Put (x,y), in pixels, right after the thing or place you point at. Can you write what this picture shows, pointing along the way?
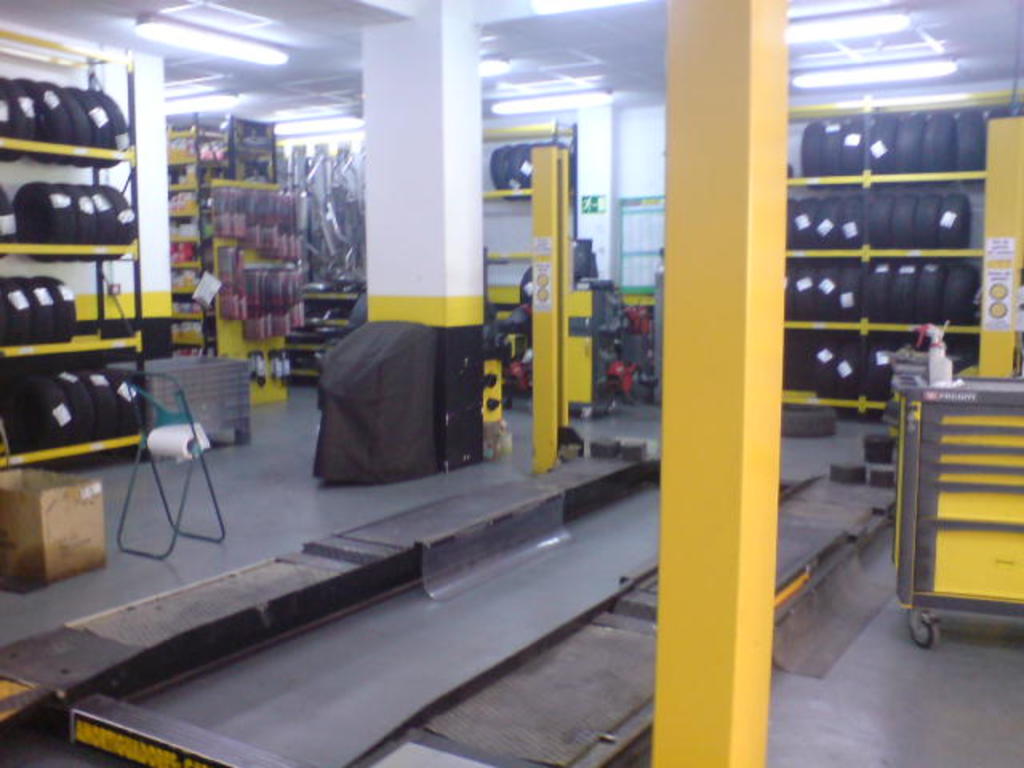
We can see card board box (17,544), box (217,419), cart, black object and chair (157,412) on the floor (359,505) and we can see bottle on the cart (923,383). We can see tires (857,224) in racks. In the background (299,172) we can see objects (239,201) in racks (251,135). At the top (795,17) we can see lights (353,124).
